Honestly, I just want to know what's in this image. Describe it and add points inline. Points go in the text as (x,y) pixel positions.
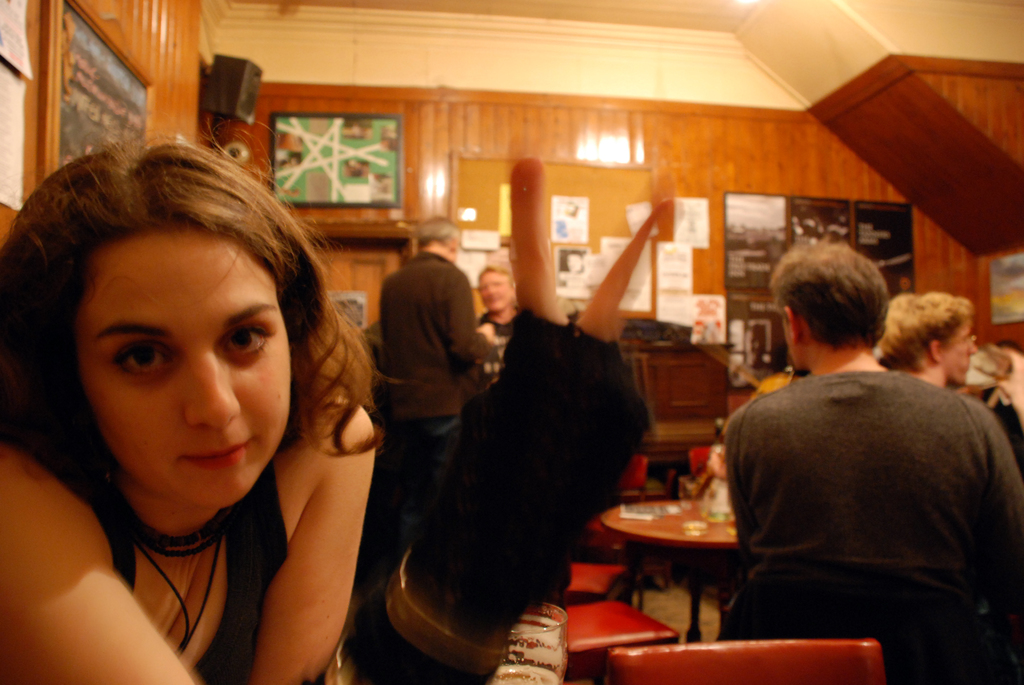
In this picture we can see a group of people (607,400) sitting and in front of them there is table (678,521) and on table (666,520) we can see paper (677,510) and in background (647,276) we can see wall (278,98) with posters (738,219), speakers (250,79).
